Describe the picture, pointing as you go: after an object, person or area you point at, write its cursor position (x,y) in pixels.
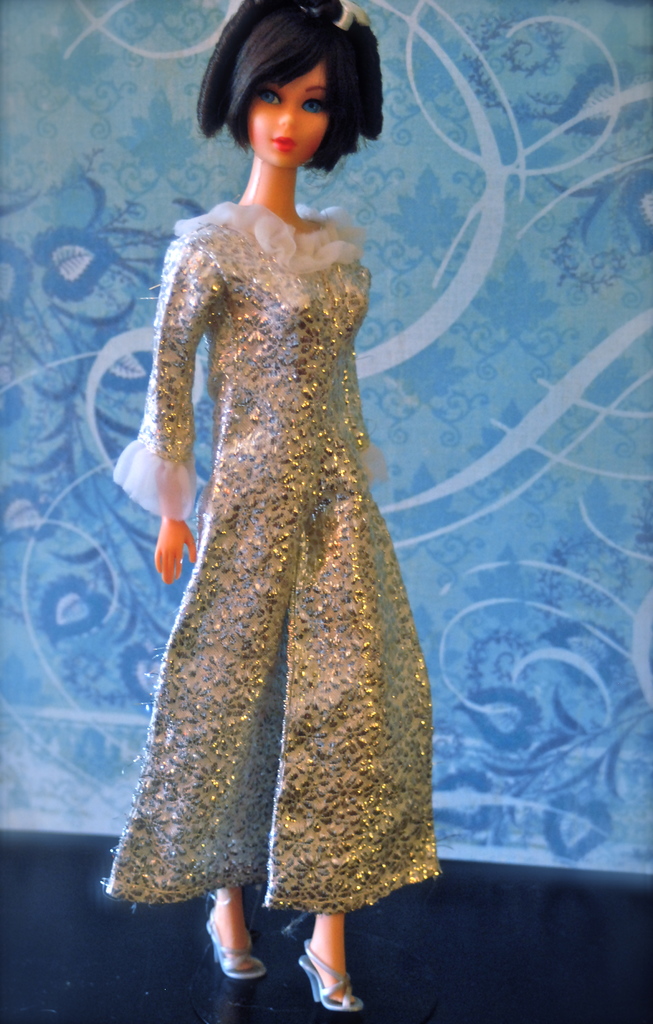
In this image I can see a barbie doll (266,464). On the doll (304,573) I can see some clothes (289,561). In the background (398,492) I can see a blue color wall (62,335) which has some design (579,400) on it.
